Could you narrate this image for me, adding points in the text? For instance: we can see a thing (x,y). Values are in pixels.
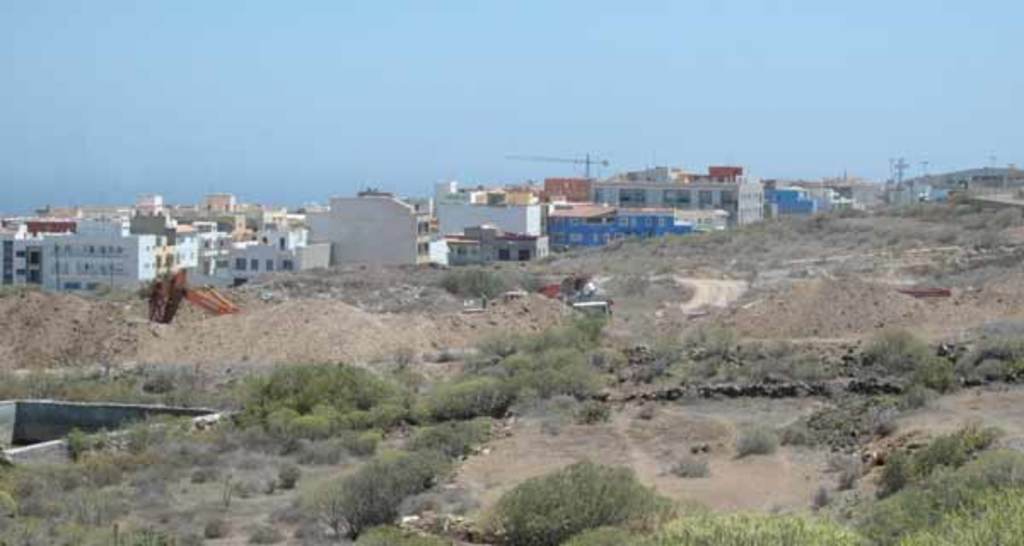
In this picture there are few plants (496,387) and there are few buildings (390,223) in the background (389,198).
